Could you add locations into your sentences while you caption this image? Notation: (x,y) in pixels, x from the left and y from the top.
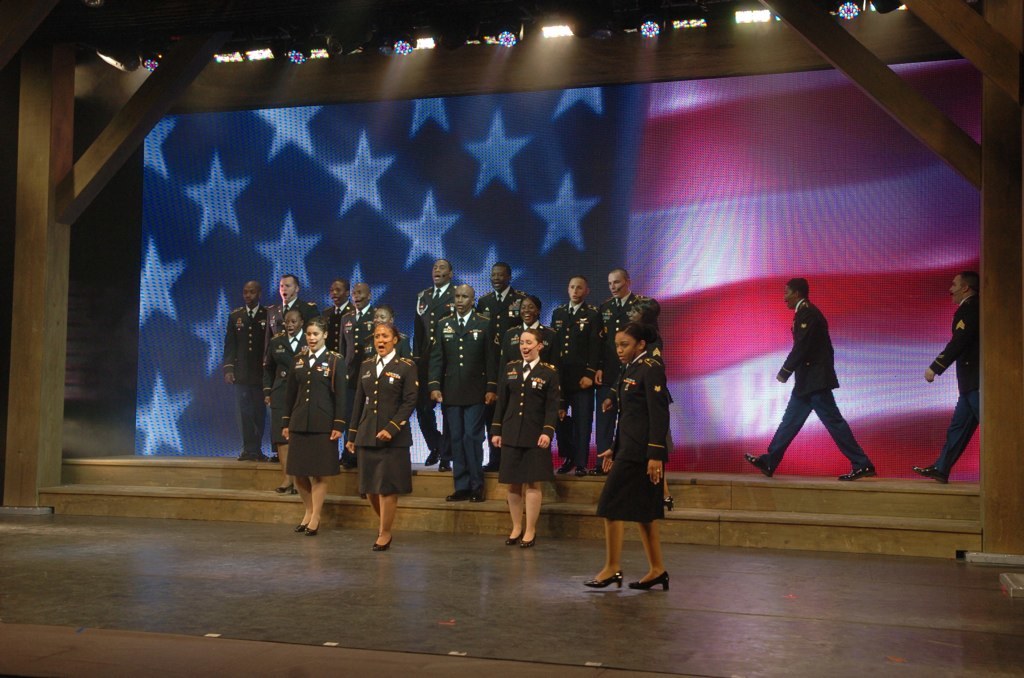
In this image we can see the men (345,296) and women (517,391) wearing the uniform (581,339) and standing. There is also a woman (622,450) walking on the floor (691,566). We can also see two men (963,336) walking in the background (767,467). There is also a screen (650,117) which consists of stars (547,204) and also the flag (720,209). We can also see the stairs (184,479), pillars (68,269) and also the focus lights (513,42) at the top (487,39).
